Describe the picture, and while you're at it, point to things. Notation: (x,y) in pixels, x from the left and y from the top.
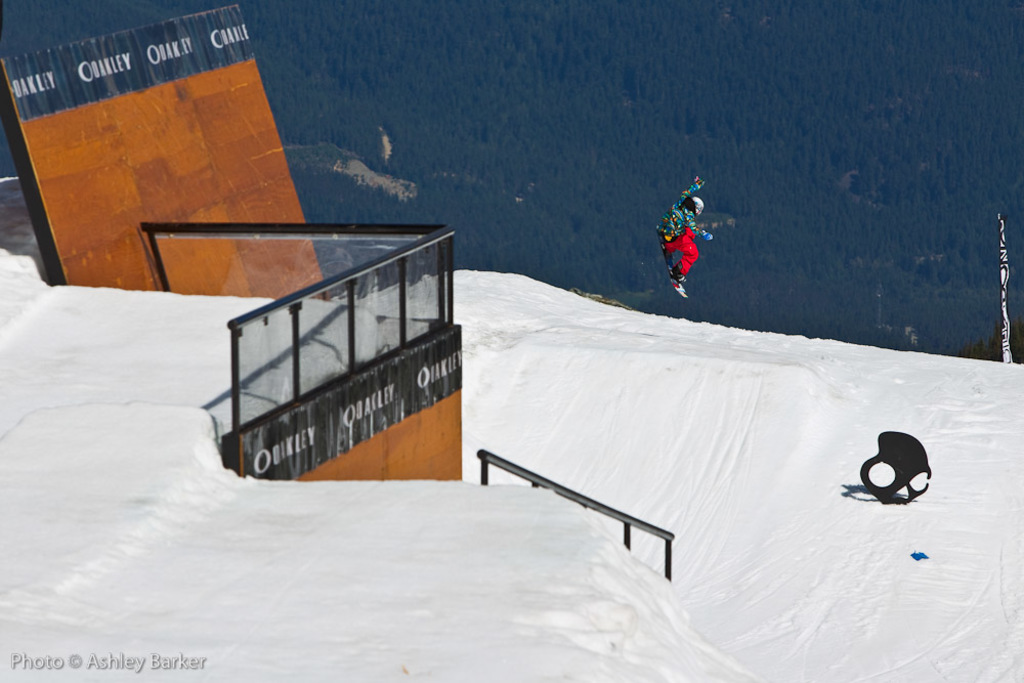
In this image in the front (666,592) there is snow (525,585) on the ground (710,573). In the center (419,448) there are railings (272,287) and there are boards (190,148) with some text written on it and in the background (670,229) there is a person (669,246) performing stunt and there is an object (883,439) which is black in colour on the snow (697,503).
